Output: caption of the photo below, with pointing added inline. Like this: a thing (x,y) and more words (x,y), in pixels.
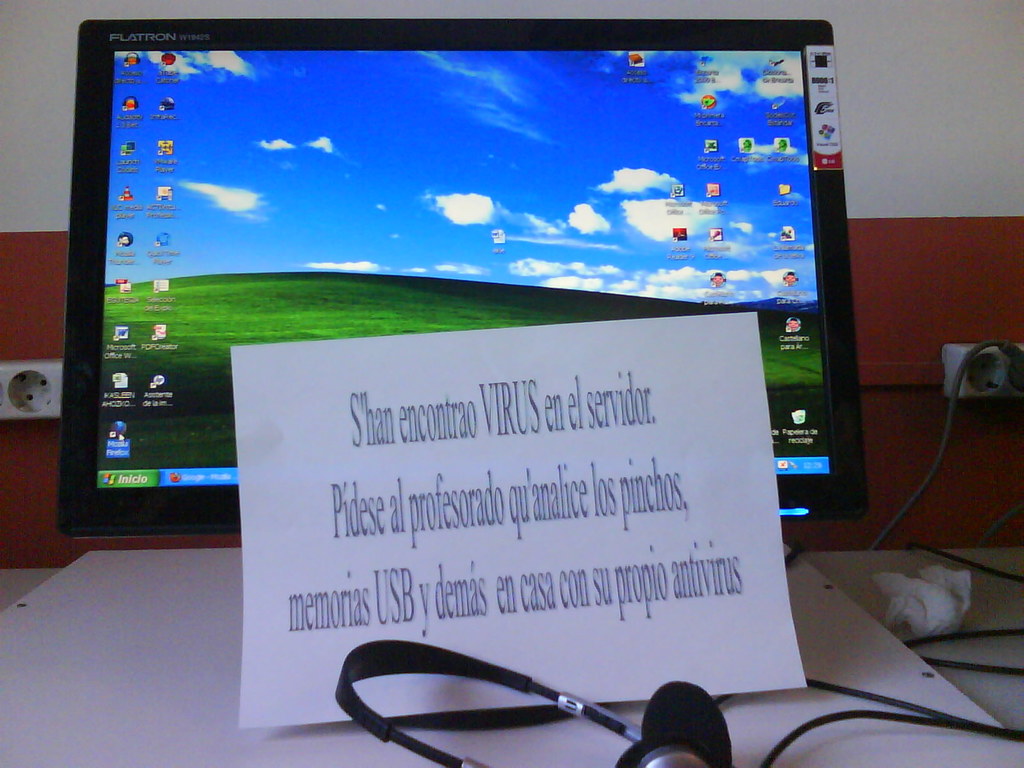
In the picture we can see monitor (331,225), headphones (635,756), paper (369,513) on which some words (522,518) written and in the background of the picture (31,168) there is a wall (0,263), we can see switch sockets (14,368).
